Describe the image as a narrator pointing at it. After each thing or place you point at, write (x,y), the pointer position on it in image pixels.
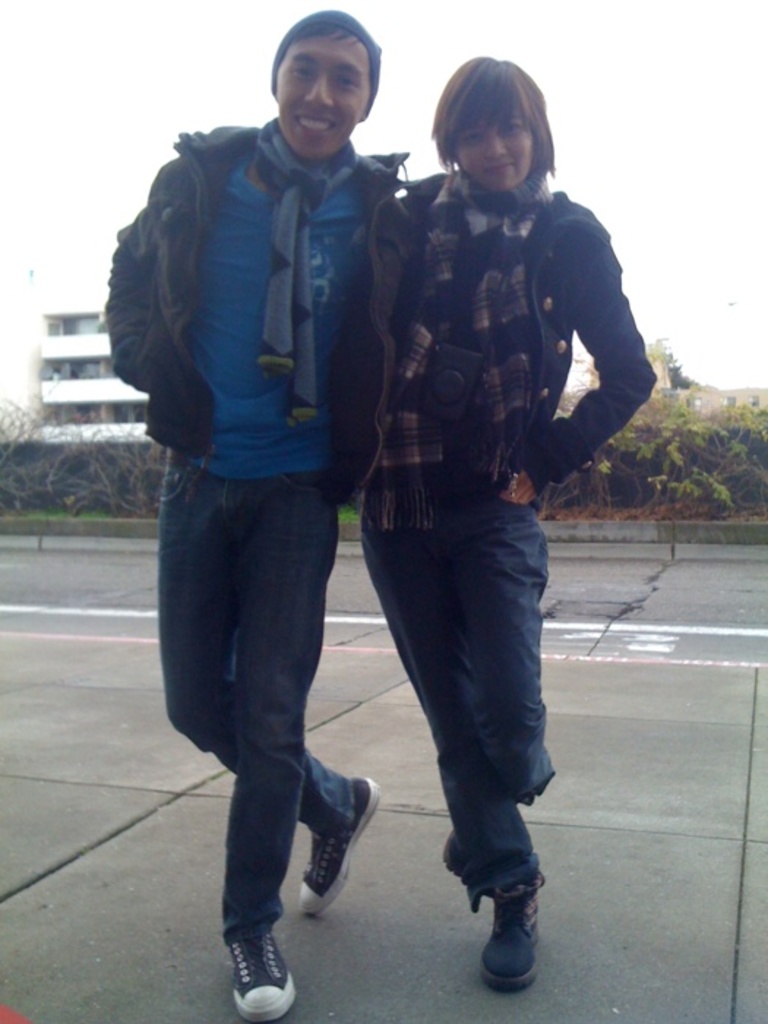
In the middle of the image (275,413) we can see two persons (336,304), they both are smiling, behind them we can find few trees (685,436) and buildings (679,398).
